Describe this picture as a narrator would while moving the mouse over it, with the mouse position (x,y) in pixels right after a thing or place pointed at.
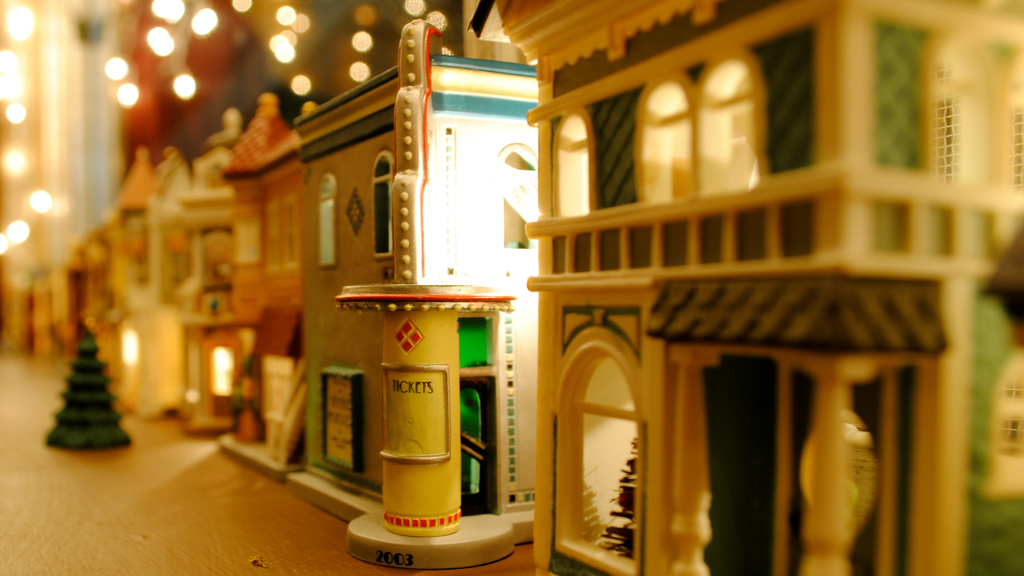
There are house models (693,334) presenting in this picture.
